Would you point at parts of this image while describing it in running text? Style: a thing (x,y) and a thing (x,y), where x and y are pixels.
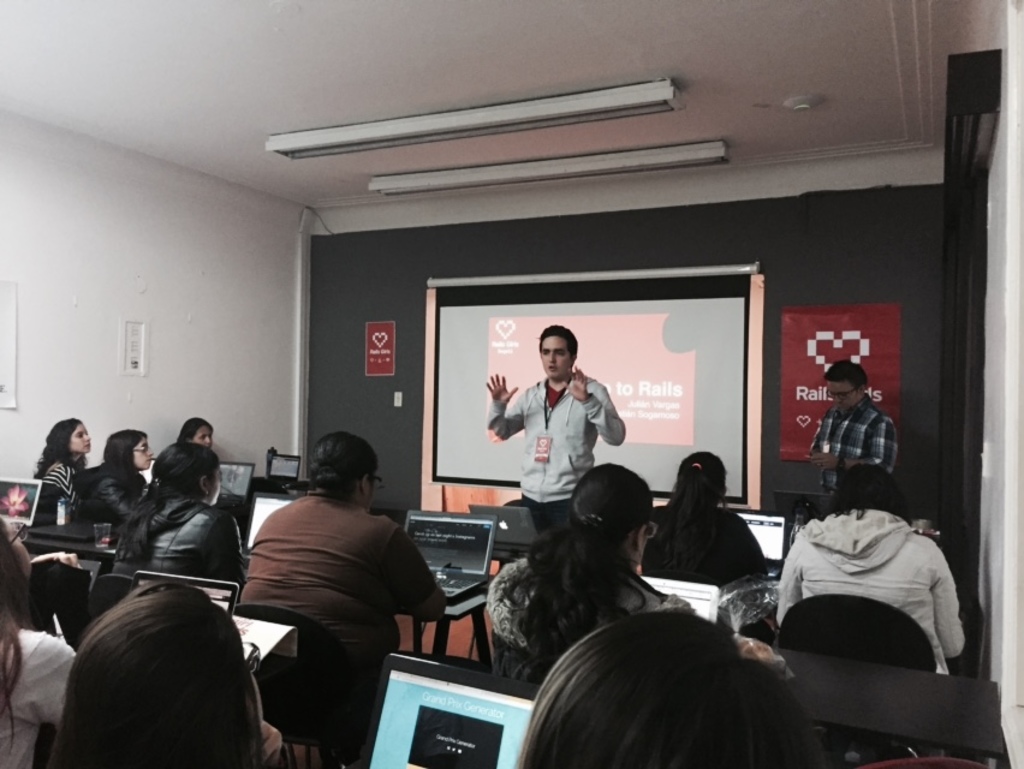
Here in this picture we can see a group of people (571,582) sitting on chairs (293,618) with tables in front of them having laptops (212,596) on it and in the middle (561,488) we can see a person (571,450) speaking to them and behind him we can see a projector screen (681,301) present and we can also see a person (832,409) standing beside him and on the wall (330,390) we can see posters (787,350) present and on the roof (668,132) we can see lights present over there.
